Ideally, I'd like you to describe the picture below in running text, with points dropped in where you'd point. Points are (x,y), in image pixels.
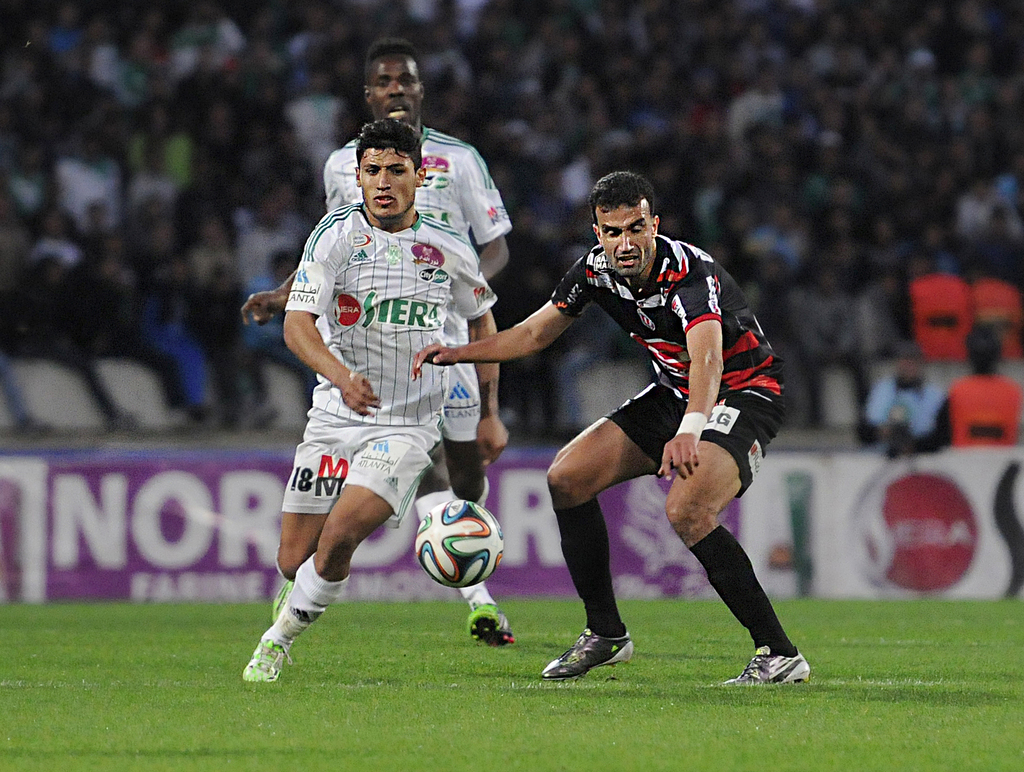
In this image, we can see grass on the ground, we can see three men (449,494) playing football. In the background (48,301), we can see some audience (974,130) sitting and watching the game.
